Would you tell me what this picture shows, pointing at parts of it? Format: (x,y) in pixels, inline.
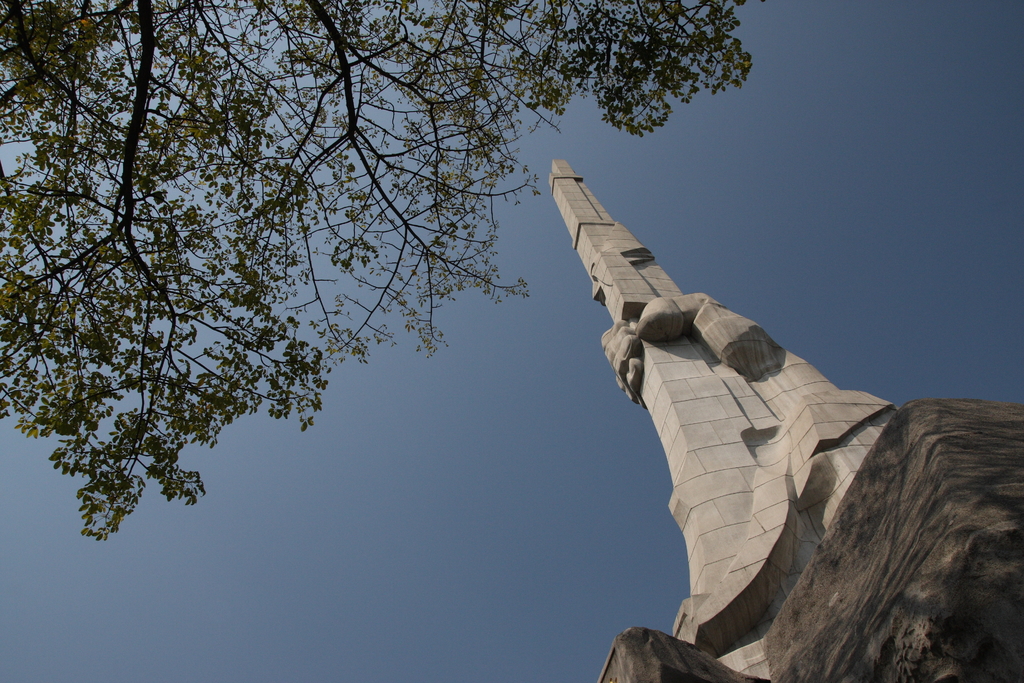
In this picture we can see a stone tower (589,189) on the right side (781,566). There is a tree (25,47) visible on the left side (232,401). Sky (355,399) is blue in color.
